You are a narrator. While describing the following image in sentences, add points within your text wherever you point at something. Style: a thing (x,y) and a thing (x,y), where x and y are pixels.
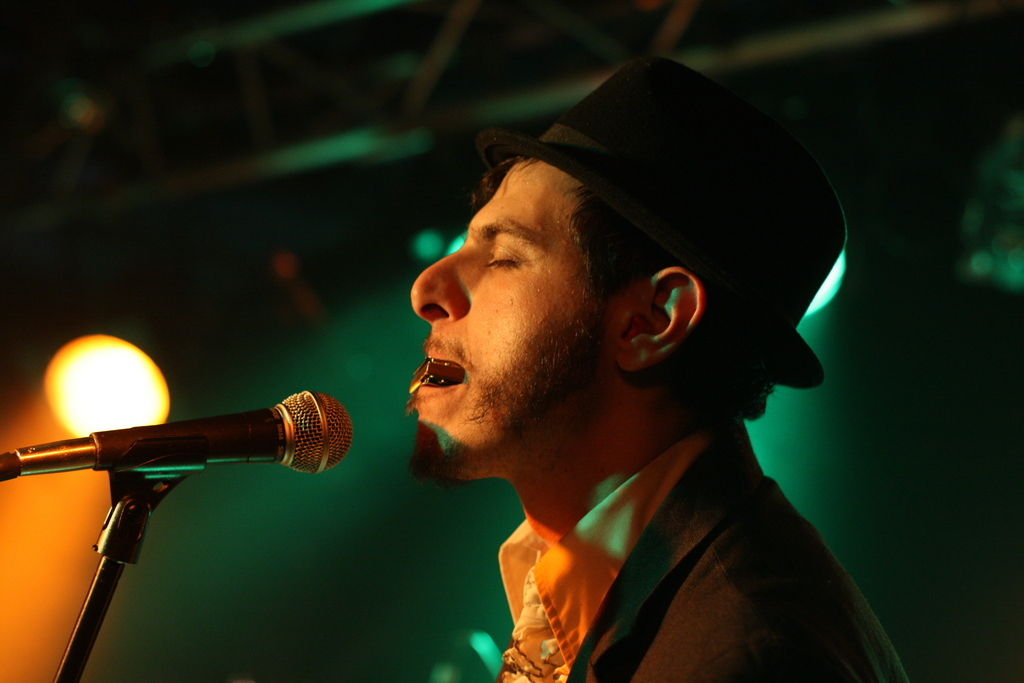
In this picture there is a man (575,362) holding an object (448,376) and wore hat (684,185), in front of him we can see a microphone (234,423) with stand (187,451). In the background of the image (261,307) it is dark and we can see lights (53,375).
